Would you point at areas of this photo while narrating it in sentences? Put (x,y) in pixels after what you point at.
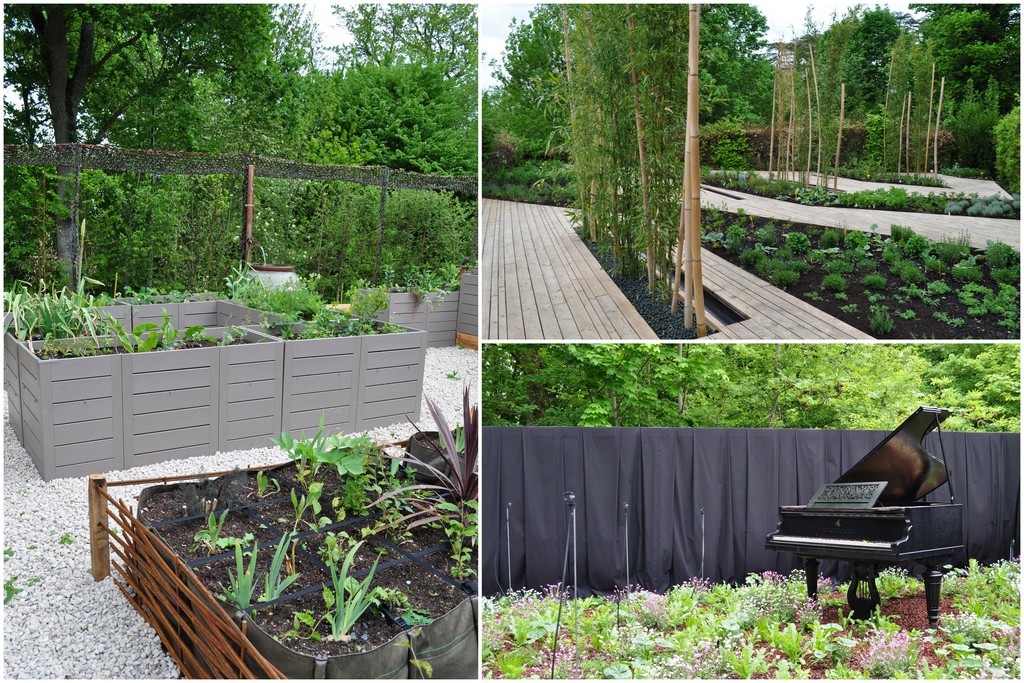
This is an edited image, there are three parts in this image, where the image on the left side (178,192) consists of trees (349,220). All the three images have trees (667,424), plants (127,196) and the image which is in the bottom right side (876,468) has piano (857,522) and there are boxes (306,396) and plants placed in the box (220,332).
